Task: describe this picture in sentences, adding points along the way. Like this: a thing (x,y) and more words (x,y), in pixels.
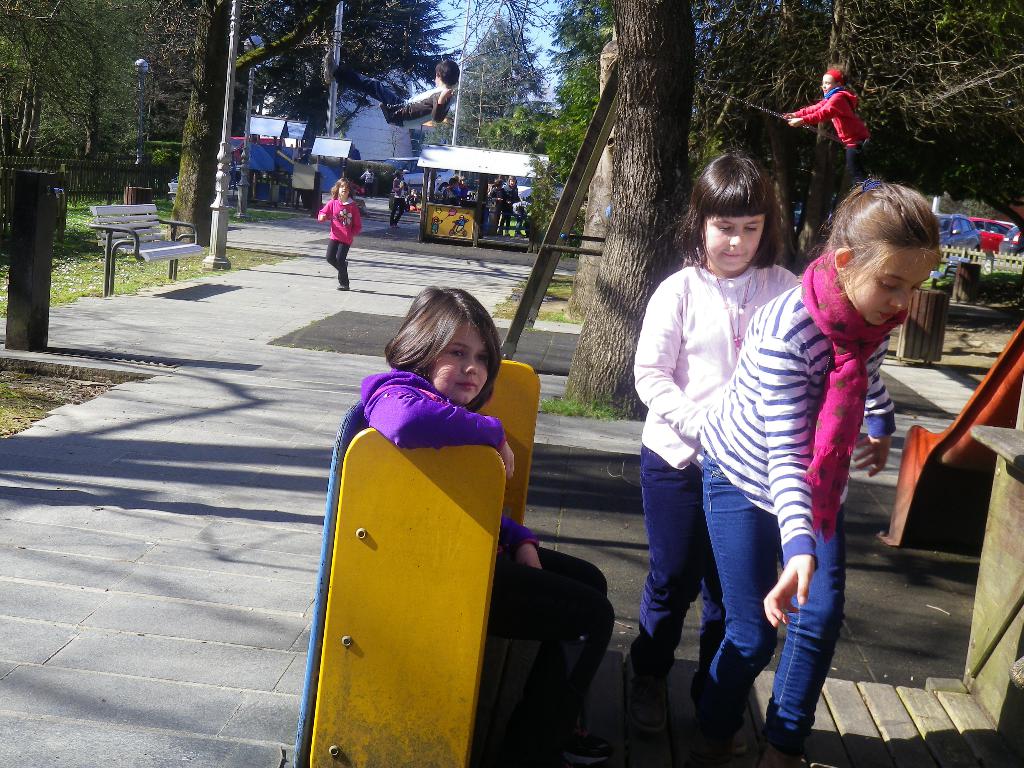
In this image we can see two girls (806,434) are standing and one girl (554,598) is sitting on the yellow color thing (394,673). There is a slide ride (1010,377) on the right side of the image (993,465). In the background (104,146), we can see trees (682,13), poles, stalls (511,169), bench (161,257), grassy land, fencing (988,255), cars (971,225) and children (336,230) are playing.
